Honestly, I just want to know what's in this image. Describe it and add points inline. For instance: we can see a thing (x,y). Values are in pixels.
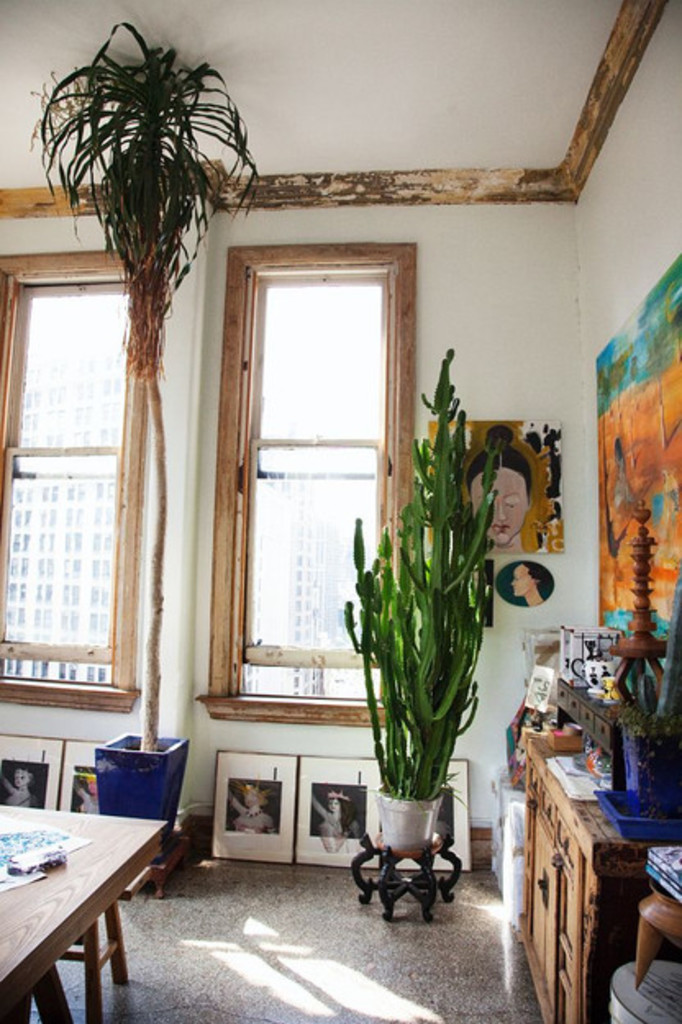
In this image I see 2 plants (432,758), windows (69,281) and art (679,514) on the wall (439,283) and I can also see that there is a cupboard (608,755) and few things (556,733) on it, photo frames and a table (93,847) over here.
